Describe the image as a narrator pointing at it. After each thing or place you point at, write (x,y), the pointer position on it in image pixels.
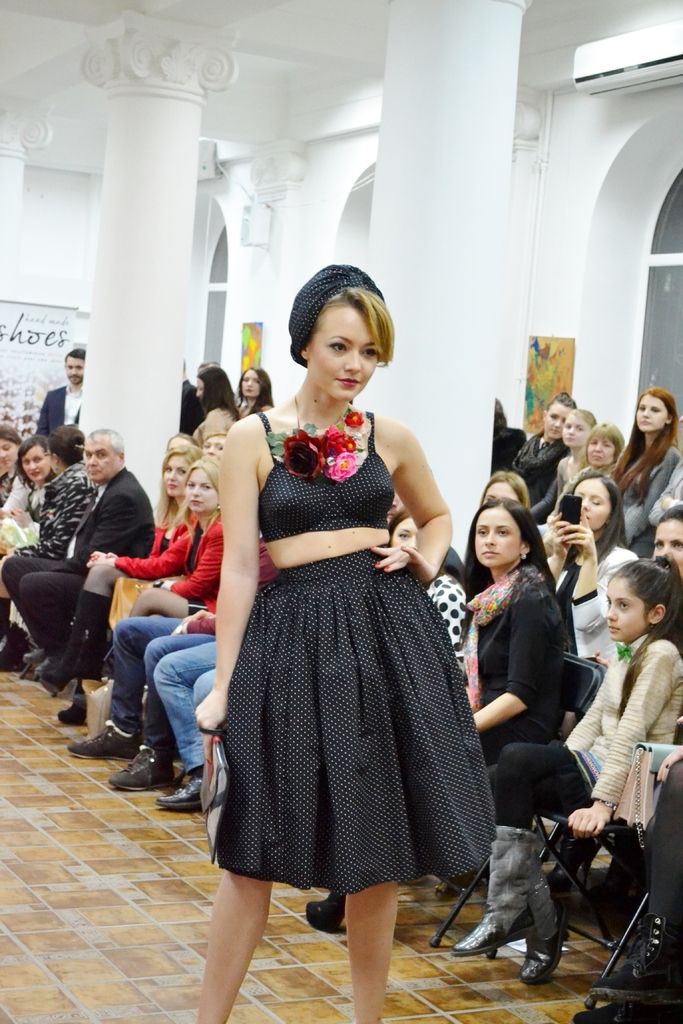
In this picture we can observe a woman (296,615) standing on the floor (275,934). She is wearing black color dress (335,563) and smiling. Behind her there are some people (212,555) sitting in the chairs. There are men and women (513,546). Some of them were standing. We can observe two white color pillars (154,217). In the background (66,232) there is a wall (192,290).
